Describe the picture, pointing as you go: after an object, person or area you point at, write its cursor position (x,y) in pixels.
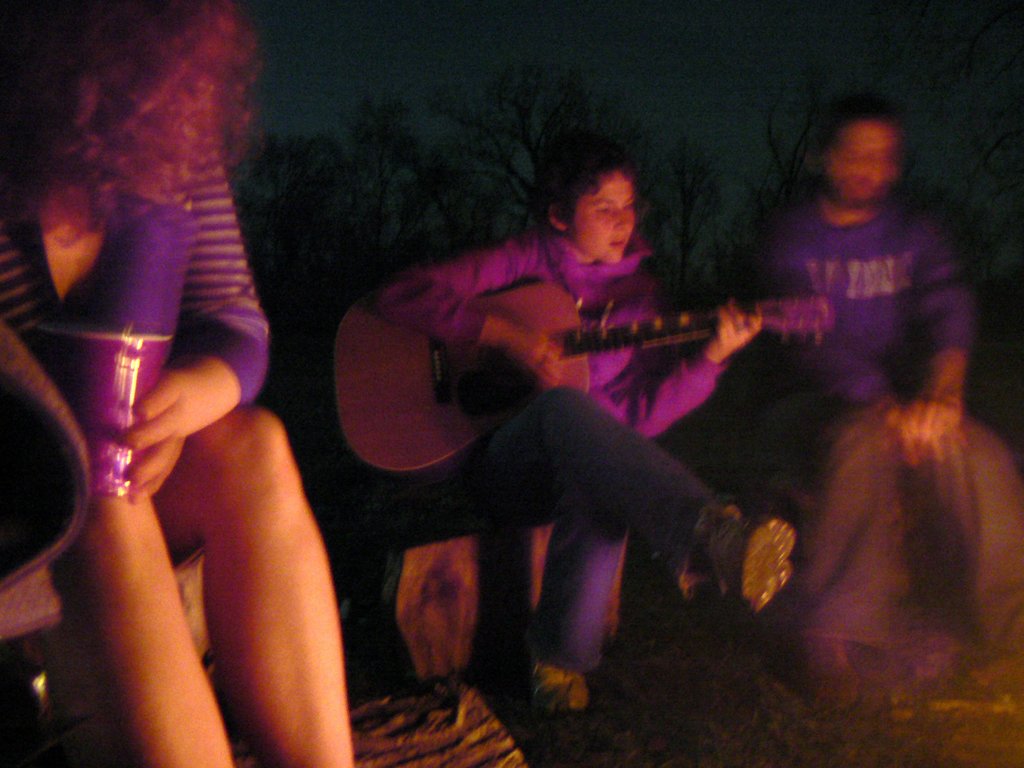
Here we see three people (207,277) sitting and the person (604,284) in the center (398,272) is a playing guitar (660,340) and behind them there are trees (462,119).
